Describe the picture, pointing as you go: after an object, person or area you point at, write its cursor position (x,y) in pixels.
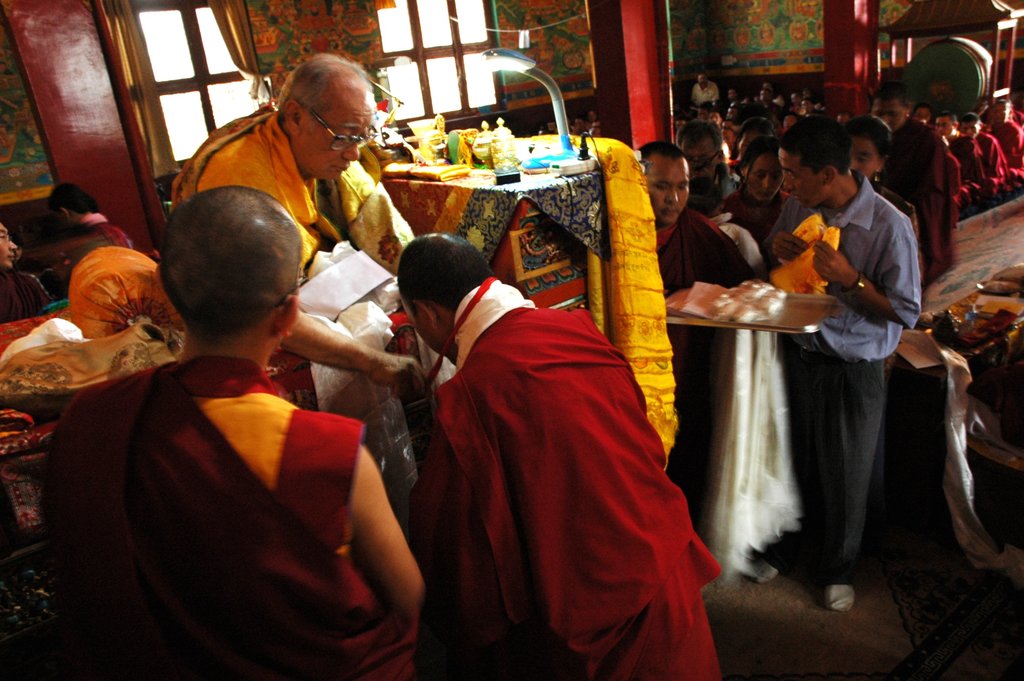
In this image there are priests (342,456) in the middle (352,431). Beside them there is a table (476,173) on which there is lamp (557,89). Beside the lamp (565,129) there are jars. On the right side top there are so many priests (702,116) sitting on the floor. In the background (168,31) there are windows (460,28) with the curtains (229,20). On the wall (738,34) there is some design (727,5).
